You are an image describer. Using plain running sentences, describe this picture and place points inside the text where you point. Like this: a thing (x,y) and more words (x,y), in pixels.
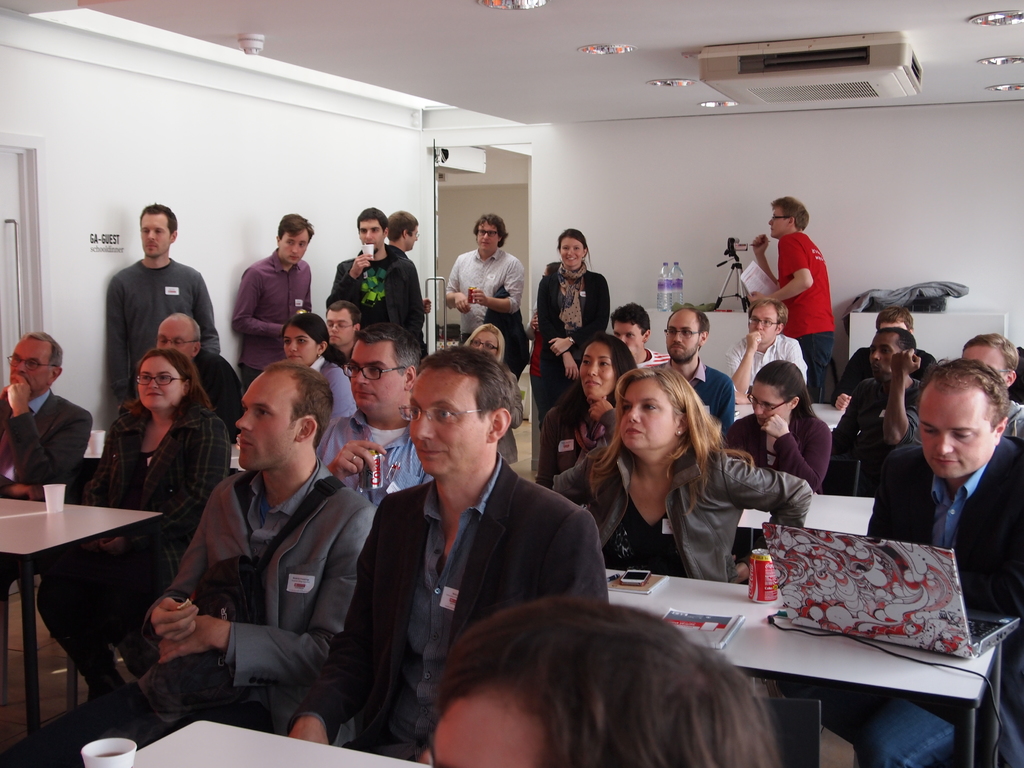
A group of people (484,575) are sitting on the chairs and looking at the left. Behind them there are few people (285,280) standing.
